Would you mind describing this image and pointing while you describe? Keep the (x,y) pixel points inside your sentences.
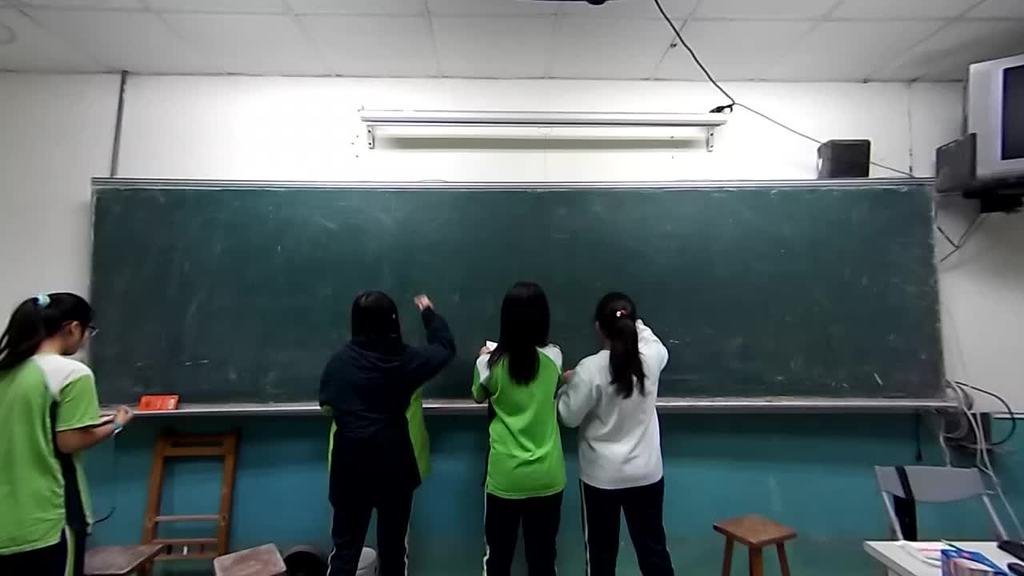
This image is taken in the classroom (418,213). In this image we can see three women (513,366) standing in front of the black board (632,283). We can also see another woman (78,360) standing on the left (39,319). Image also consists of stools (259,557), chair (891,481), table (926,541) with book (935,557) and a box (985,568). We can also see the light (530,113), wall (107,146), sound boxes (962,151), wires (1003,399) and also the television (998,95). Ceiling (634,35) is also visible.
